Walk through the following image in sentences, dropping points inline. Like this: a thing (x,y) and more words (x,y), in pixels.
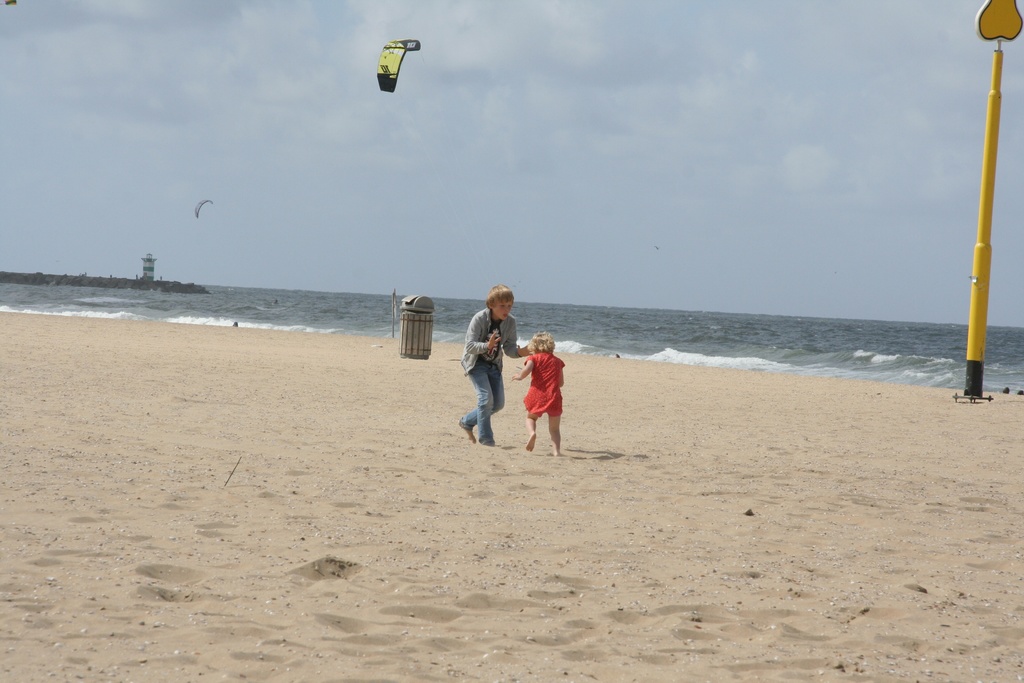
In this image there is a bin (422,335), children (493,374), sand (374,649), water (533,312), cloudy sky (439,110), paragliding (397,51), tower (142,266), pole (1001,62), board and objects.
